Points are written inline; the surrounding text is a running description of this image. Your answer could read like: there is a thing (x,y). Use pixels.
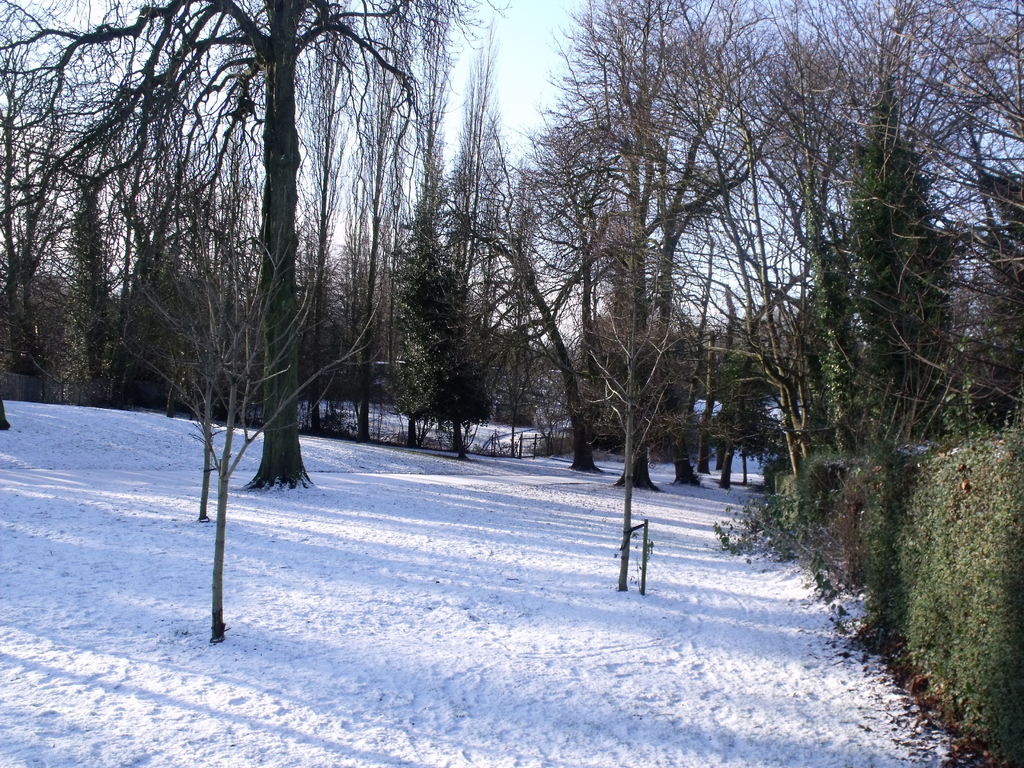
In the picture there is snow (389,657), there are many trees (64,249) present, there are creepers (879,602) present, there is a clear sky (462,93).
